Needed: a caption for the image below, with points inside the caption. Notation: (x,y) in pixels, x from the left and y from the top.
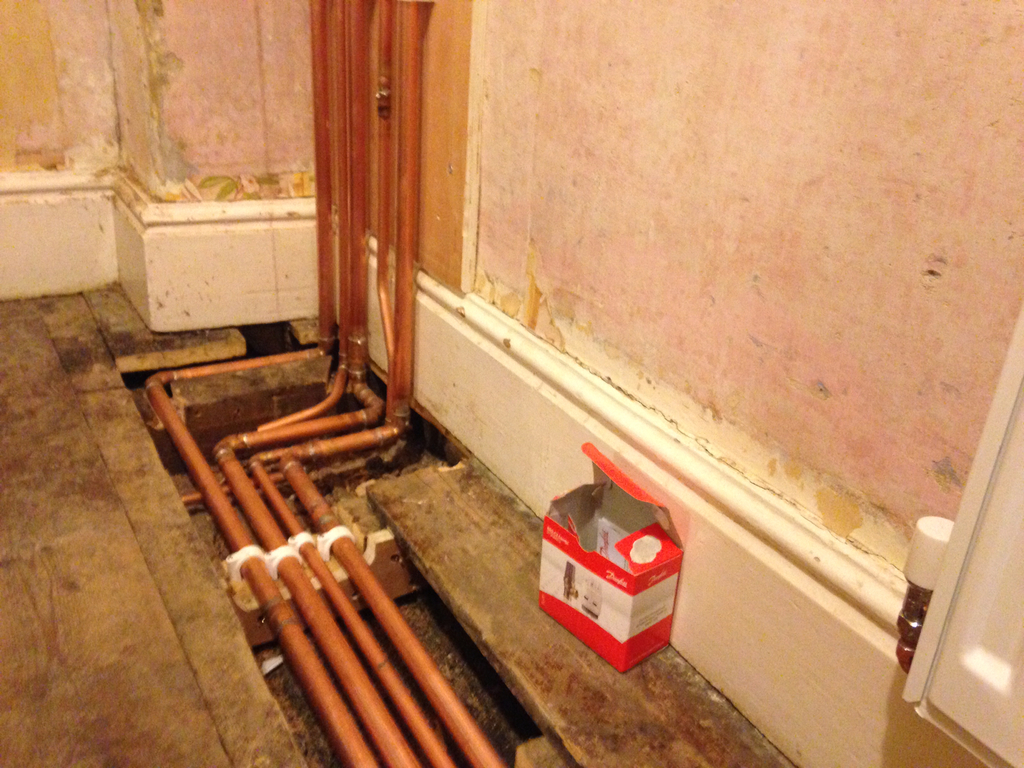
In this image in the front (324,648) there are pipes (336,645) and on the right side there is a box (635,591) and there is a wall (780,205) and on the wall (981,342) there is a radiator (1008,596).
